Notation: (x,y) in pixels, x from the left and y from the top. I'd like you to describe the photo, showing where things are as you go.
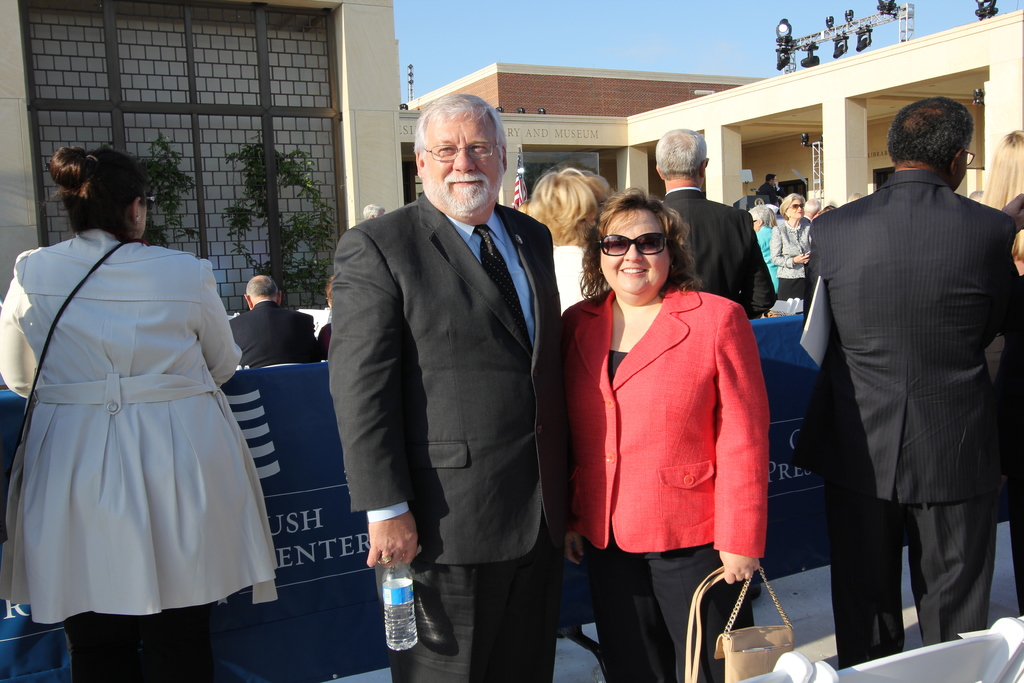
In this image, there are a few people (944,204), plants (313,159). We can see the ground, a few buildings (581,99). We can see a board (5,622) with some text (780,474). We can also see a white colored object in the bottom right corner (809,667). We can see a flag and a pole (842,30) with some black colored objects (888,2) attached to it. We can also see the sky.
